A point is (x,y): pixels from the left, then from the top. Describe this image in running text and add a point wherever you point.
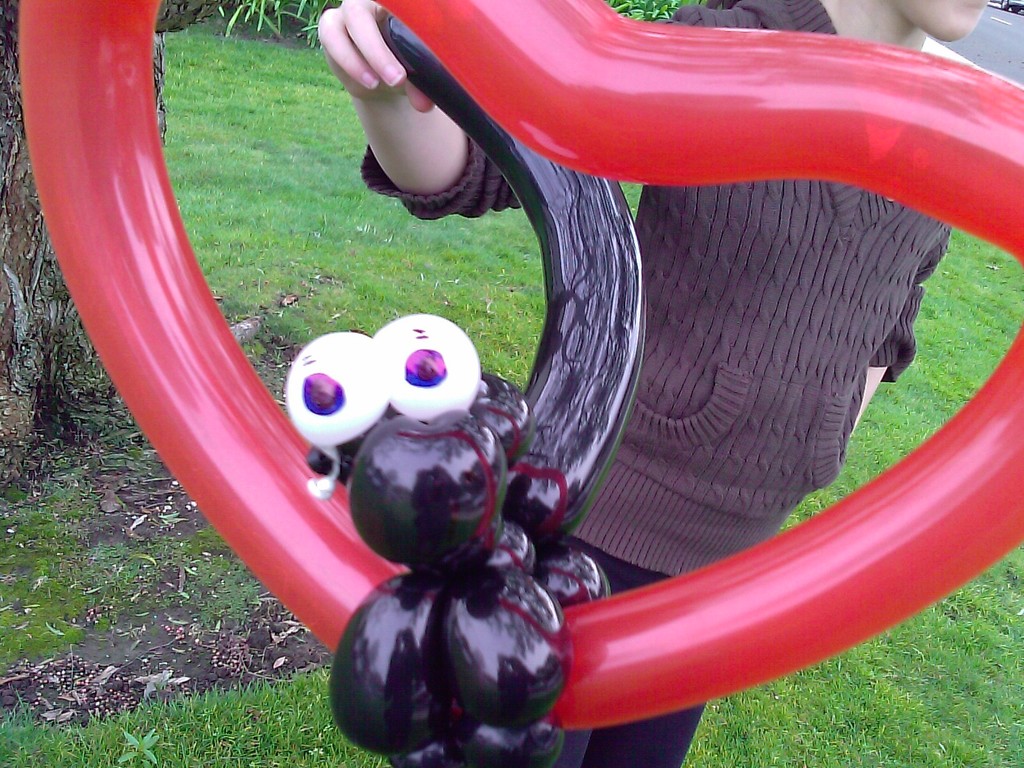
In this image, we can see a person (856,19) whose face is not visible holding a balloon (526,52) with his hand (420,100). There is a stem (58,299) on the left side of the image (82,334). There is a grass (302,318) on the ground (282,163).
